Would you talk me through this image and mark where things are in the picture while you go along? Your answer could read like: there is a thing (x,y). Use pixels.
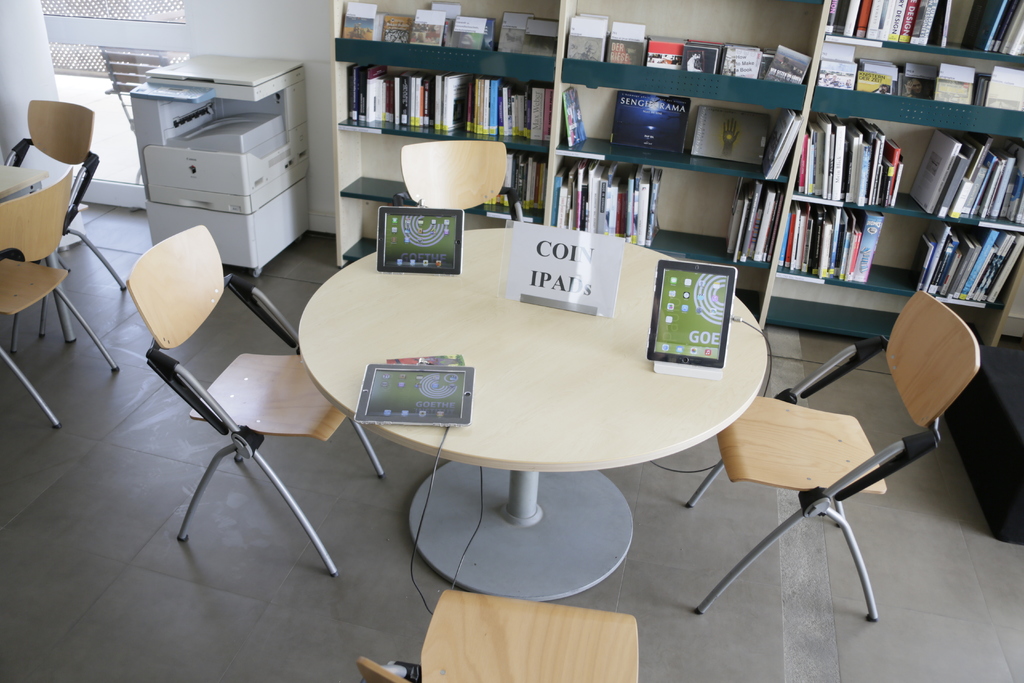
The photo is taken inside a room (329,269). In the middle (515,334) there is a table (583,387) around it there are some chairs (758,397). On the table (555,398) there are some dummy pads (674,334). in the back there is a book rack (703,185). Beside that there is a printing machine (208,146). In the left side (60,210) there is a table (33,174) and few more chairs (45,210). In the top left corner (76,74) there is a window (95,74).
